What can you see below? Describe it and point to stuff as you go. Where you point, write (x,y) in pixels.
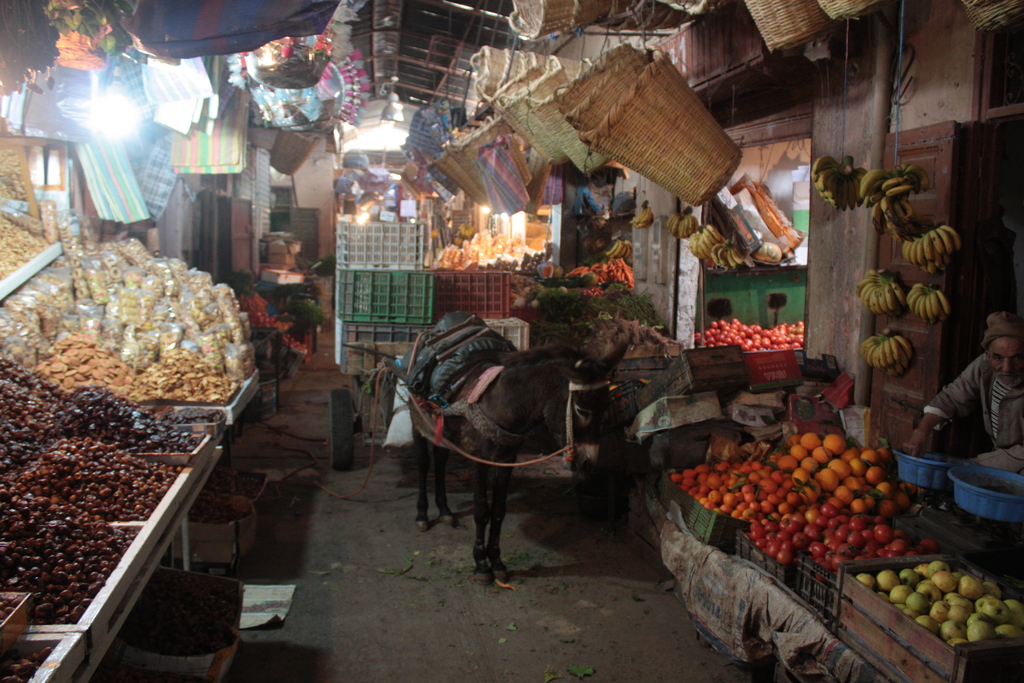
In this picture we can see a donkey (497,458) in front of the store (668,410), and we can see a person (1018,432), fruits (829,449), baskets (538,112), bags (490,170) and lights (368,126).
